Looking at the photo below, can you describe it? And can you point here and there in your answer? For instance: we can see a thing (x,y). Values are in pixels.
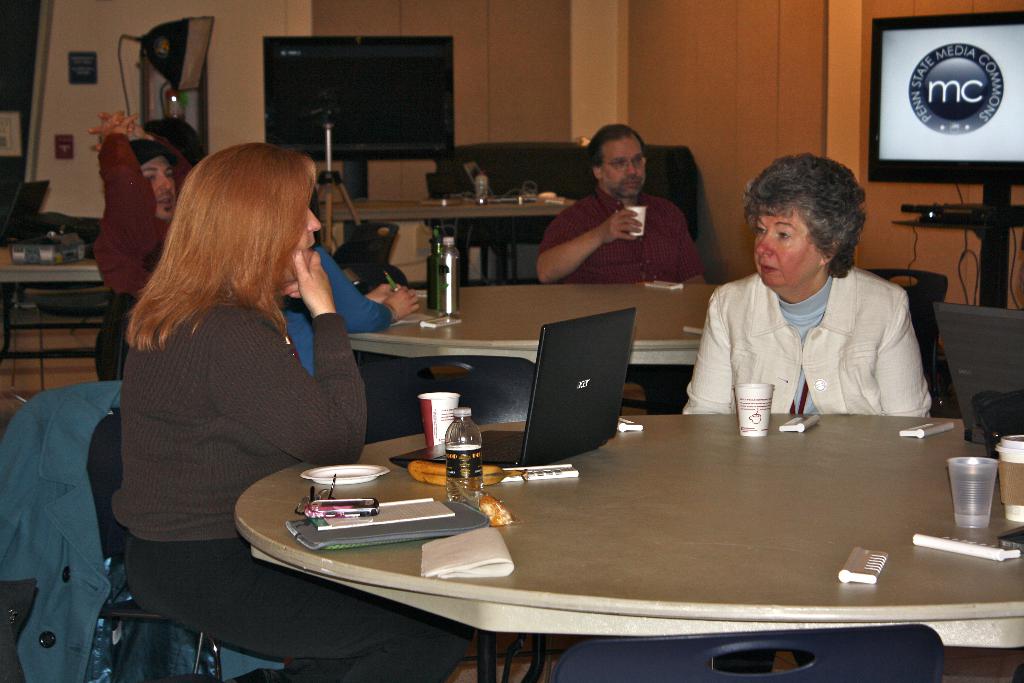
In the image we can see there are people (876,300) who are sitting on chair (377,270) and on table (643,511) there is laptop (564,433), water bottle (460,457), plate (349,469), kerchief (474,551), papers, glass (950,478) and at the back (879,73) there is a tv screen (873,125).
